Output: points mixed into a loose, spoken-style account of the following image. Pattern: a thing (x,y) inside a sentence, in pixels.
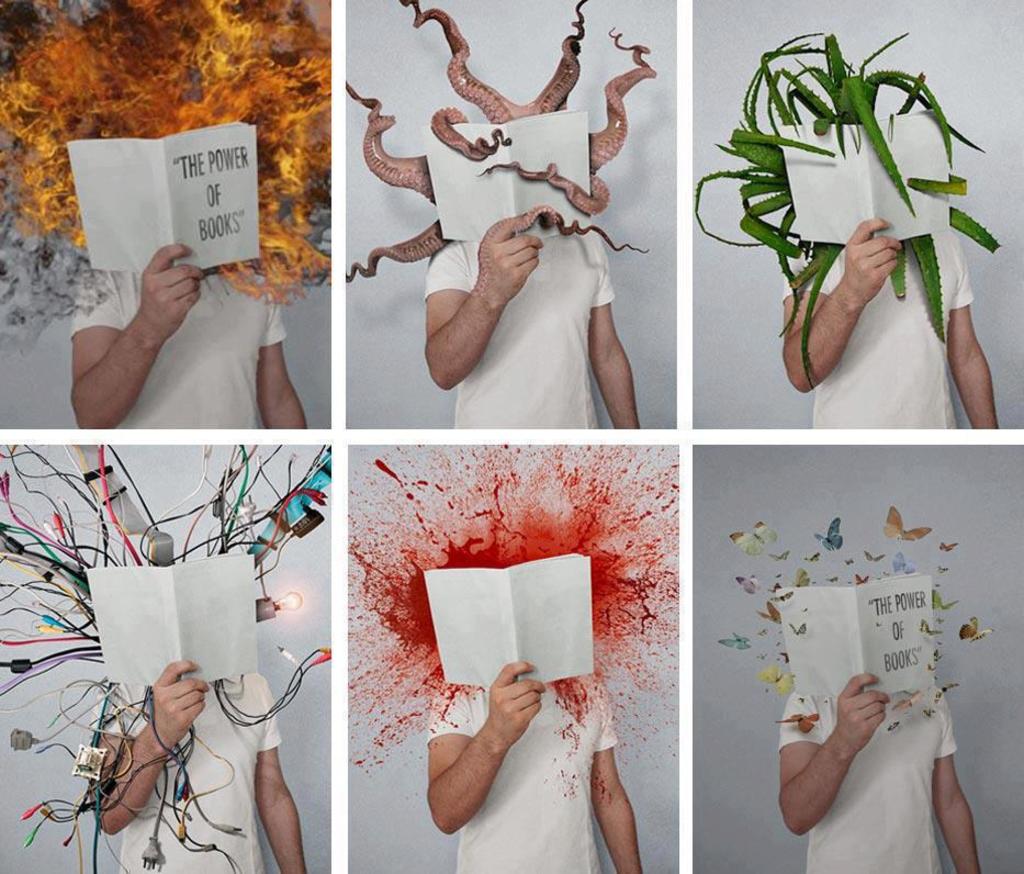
This is a collage image. In the top left corner (175,267) we can see a man (222,289) is standing and holding a book (199,187). In the book (192,205) we can see the text (196,174) and also we can see the fire (270,158). In the bottom left corner (133,764) we can see a man (222,810) is standing and holding a book (159,615) and also we can see the cables (299,520), light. In the top right corner (916,276) we can see a man (900,336) is standing and holding a book (848,185) and also we can see the aloe veras (918,183). In the bottom right corner (942,747) we can see a man (947,737) is standing and holding a book (929,614). In the book (931,589) we can see the text (893,651) and also we can see the butterflies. At the top of the image (533,272) we can see a man (532,292) is standing and holding a book (579,158) and also we can see the octopus tentacles (554,86). At the bottom of the image (552,721) we can see a man (564,842) is standing and holding a book (584,590) and also we can see the color.
